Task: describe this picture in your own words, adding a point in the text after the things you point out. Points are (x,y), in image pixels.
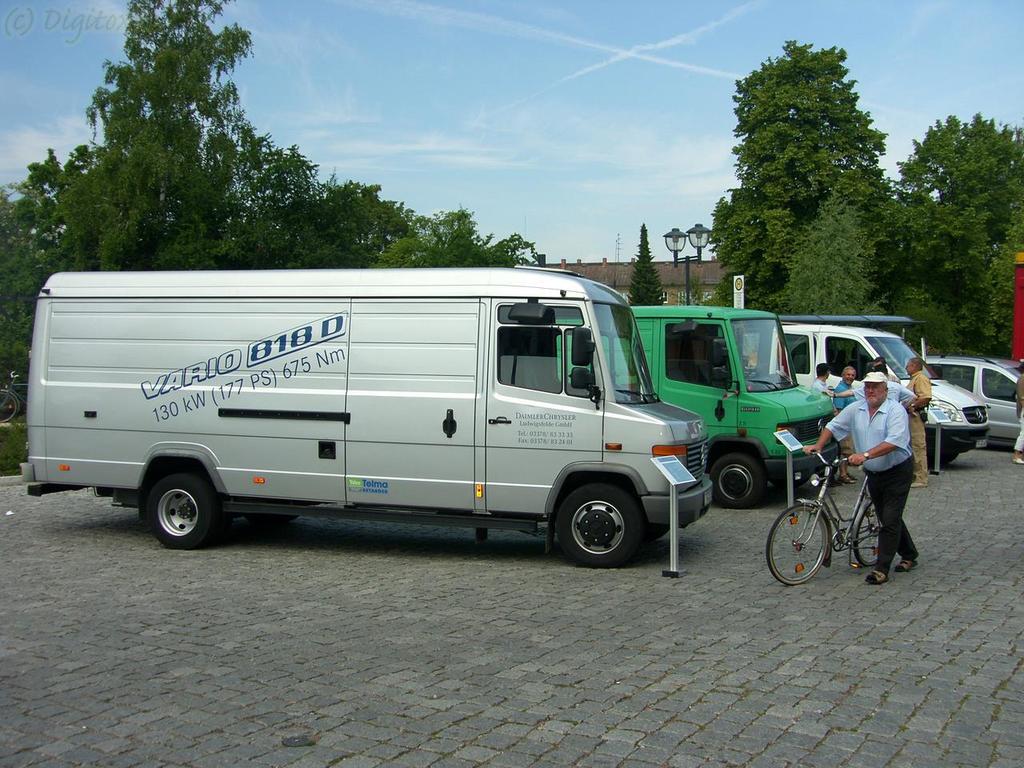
In this image there are vehicles (745,416), persons (868,399) and there are trees (833,246) and there is a building (631,272), there are poles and there is a man (887,441) holding a bicycle (843,533) and walking and the sky (485,99) is cloudy.
